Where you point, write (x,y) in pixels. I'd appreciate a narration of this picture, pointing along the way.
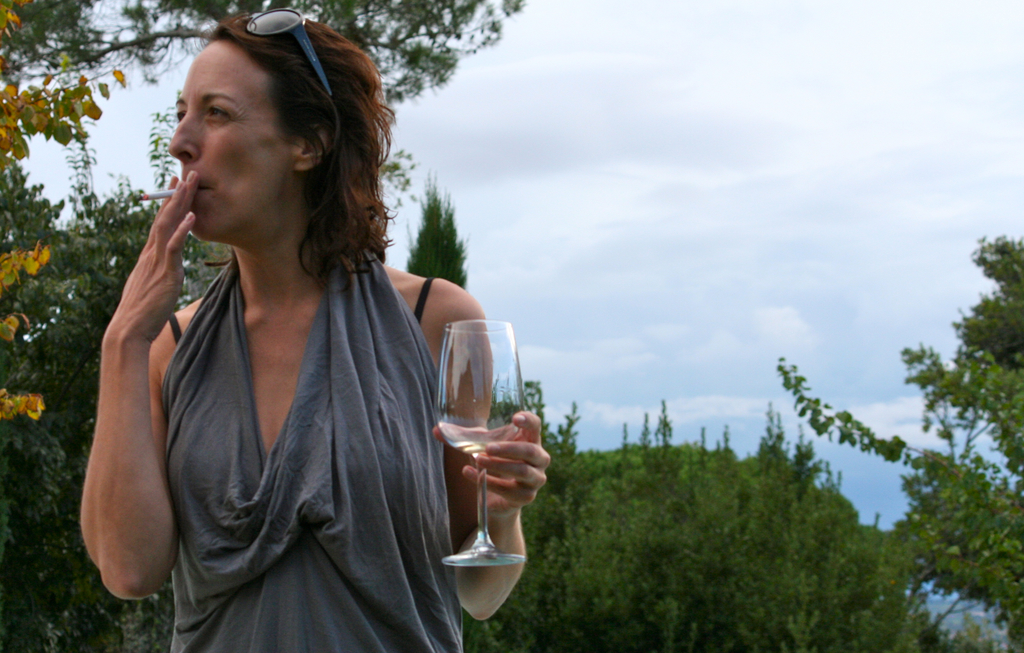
In the picture of a woman (292,473) is smoking cigarette (148,198), she is wearing sunglasses (286,30), she is holding glass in a hand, in the background (806,494) there are a lot of trees (713,495) and sky (597,283).
